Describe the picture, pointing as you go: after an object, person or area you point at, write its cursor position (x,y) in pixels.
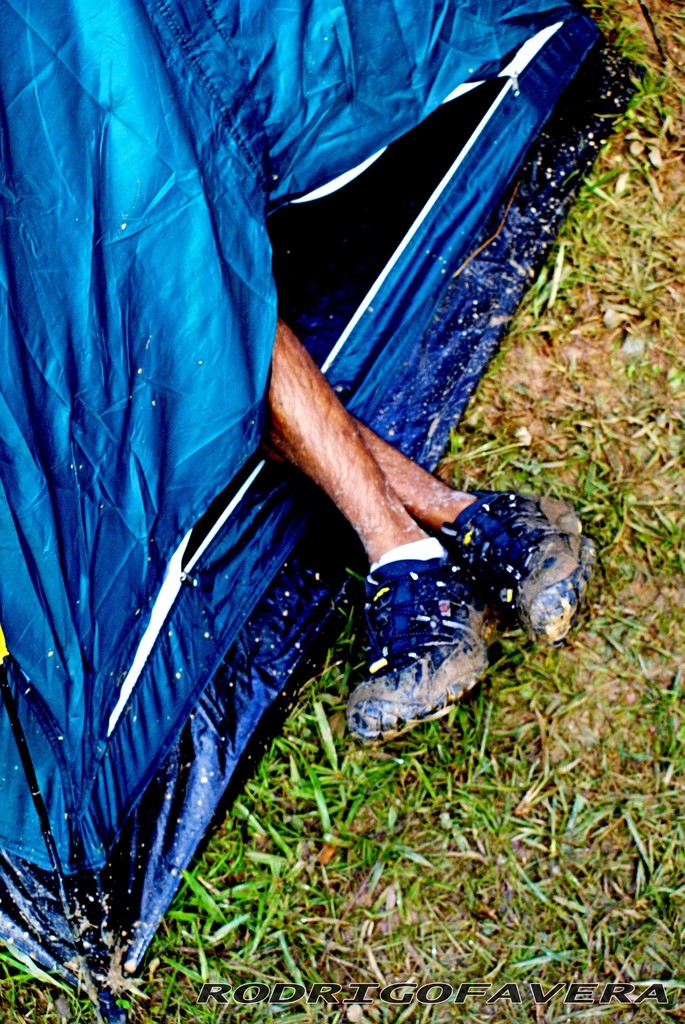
In this image we can see a person's legs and there is a blue color object (234,315) which looks like a tent (497,91) and we can see the grass (503,754) on the ground (365,964) and there is some text (660,989) on the image.
